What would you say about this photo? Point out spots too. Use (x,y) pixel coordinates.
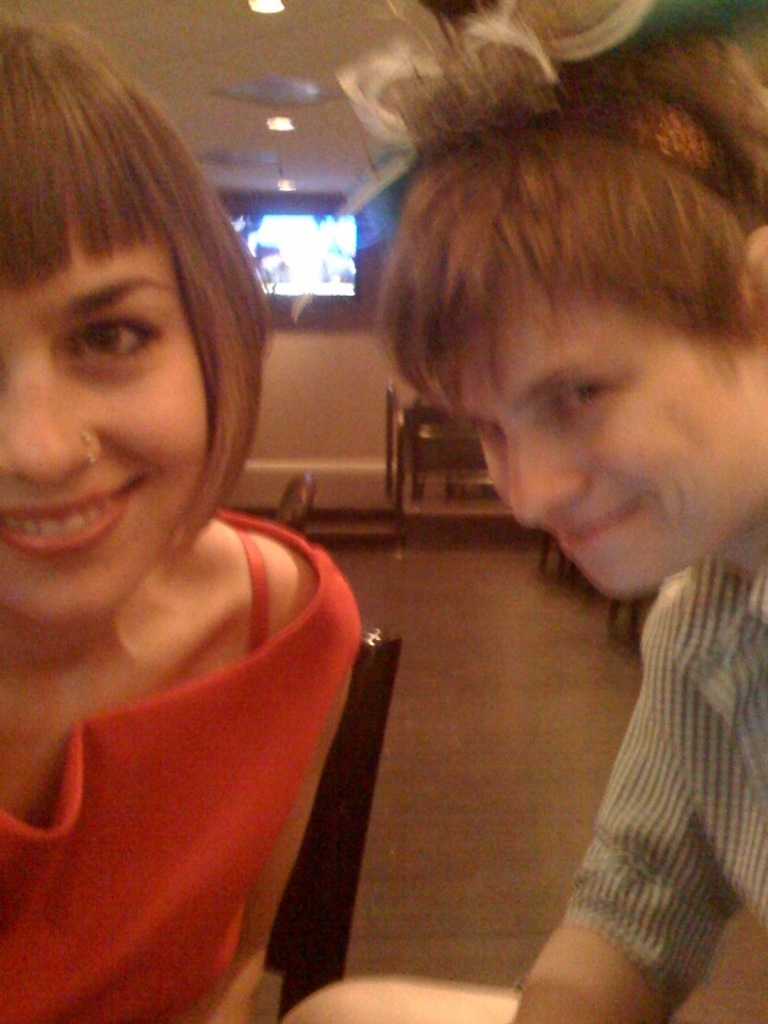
In the foreground of the picture (97,659) there are chair (319,794), a woman (189,648) and a man (626,802). In the background (328,241) there are television (328,227), lights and other objects (400,469).
